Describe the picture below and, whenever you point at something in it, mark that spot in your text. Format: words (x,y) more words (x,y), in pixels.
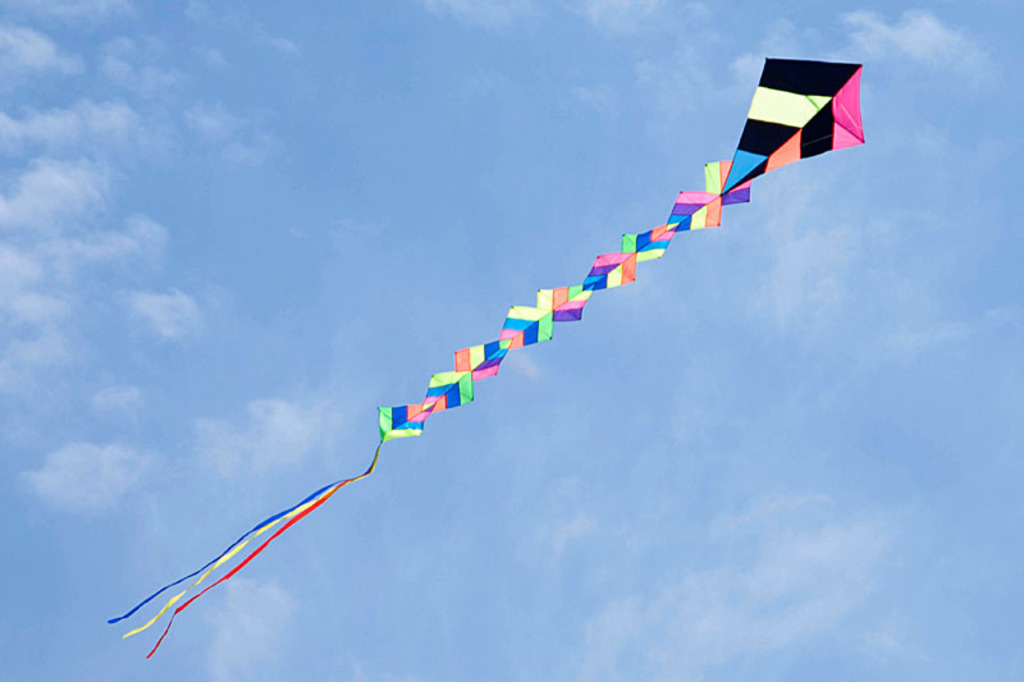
In the image we can see a kite (559,314), flying in the sky (562,284). The kite (483,353) is in multi colors and a cloudy sky (155,487).
